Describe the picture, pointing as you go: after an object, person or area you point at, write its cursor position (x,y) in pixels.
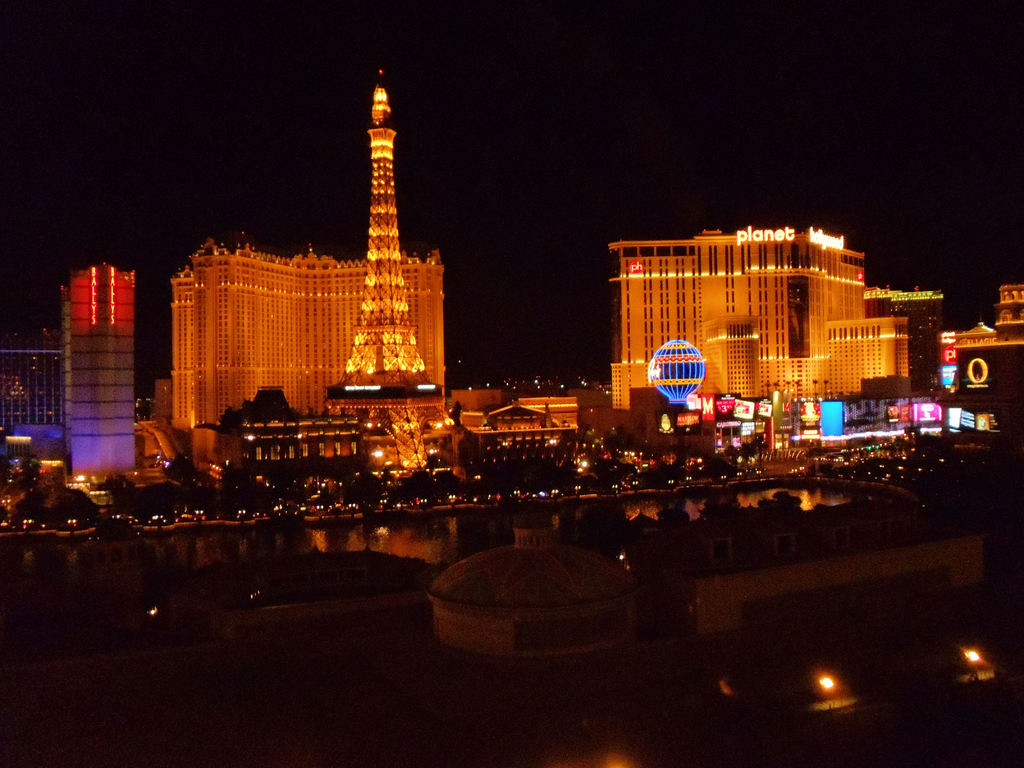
In the picture there is some architecture (487,624) in the front (352,590) and there is a water surface (252,550) behind the architecture (454,603) and there are few trees (132,497) around the water surface (309,535), in the background (59,408) there are beautiful buildings (221,316) and there is a tower (377,113) in front of one of the building (334,303).
